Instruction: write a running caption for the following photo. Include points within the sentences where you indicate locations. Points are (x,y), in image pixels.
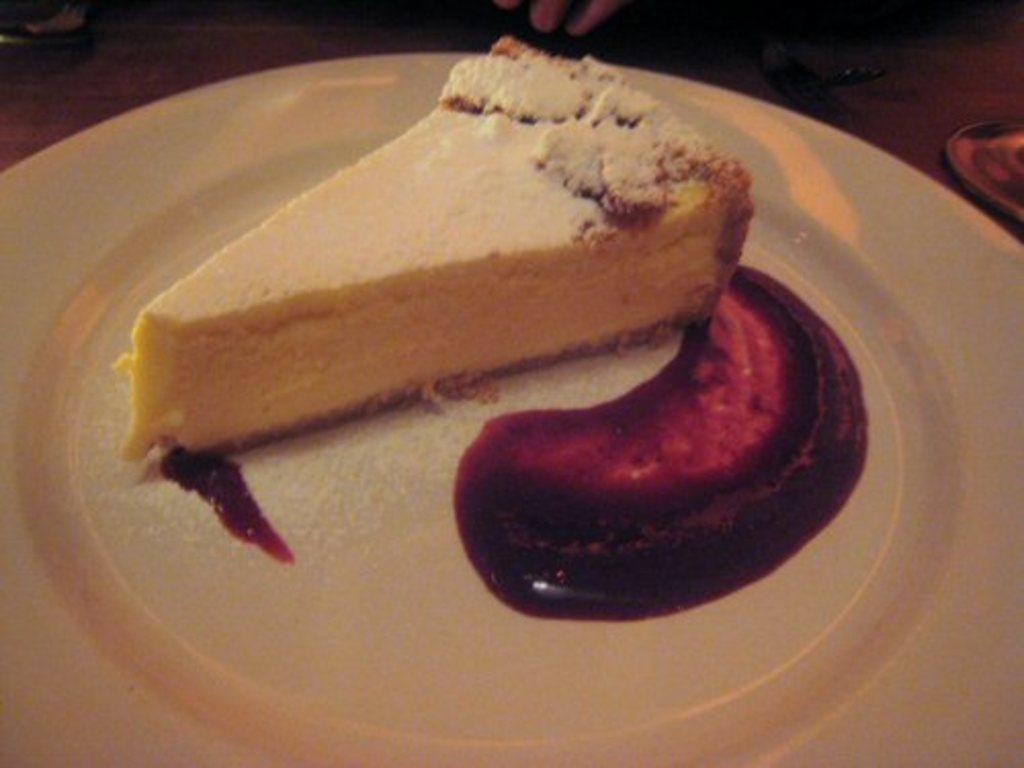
In the picture we can see a plate (597,741) which is white in color, on it we can see a slice of cheesecake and sauce (805,356) beside it.
